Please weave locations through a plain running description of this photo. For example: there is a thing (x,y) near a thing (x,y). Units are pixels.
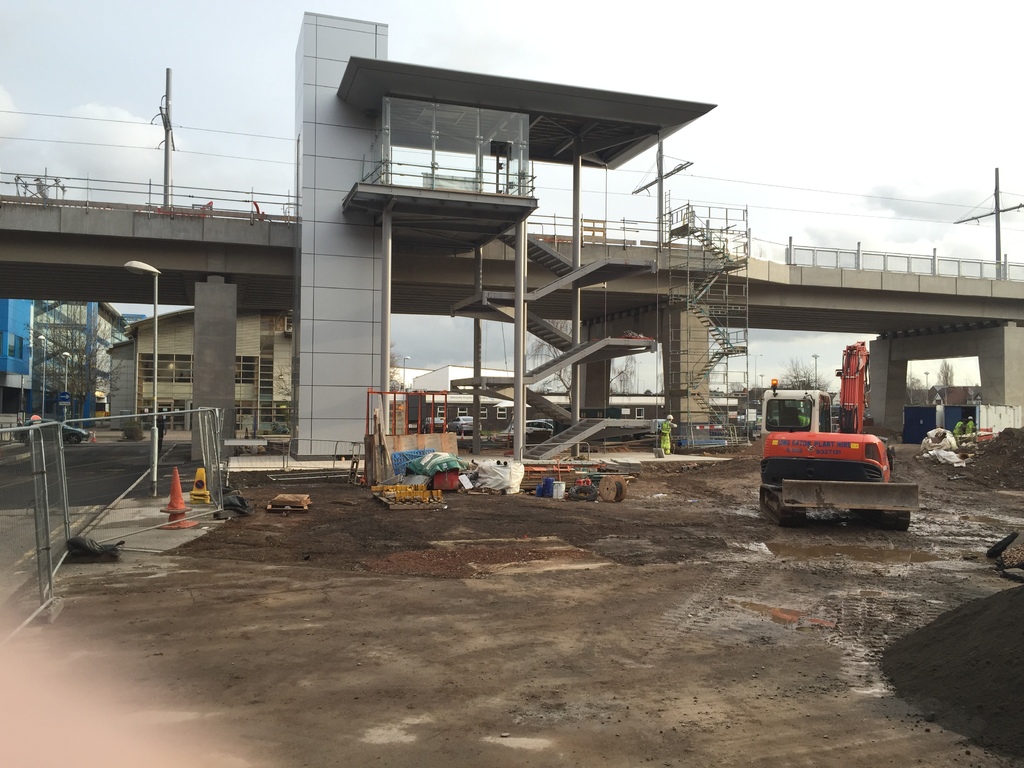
Completely an outdoor picture. Sky (887,208) is cloudy. This is a bridge (937,305) with steps (582,276). Pole (525,285) is in white color. Far there are number of buildings (440,410) with windows (457,414). Crane (811,398) in red color.
